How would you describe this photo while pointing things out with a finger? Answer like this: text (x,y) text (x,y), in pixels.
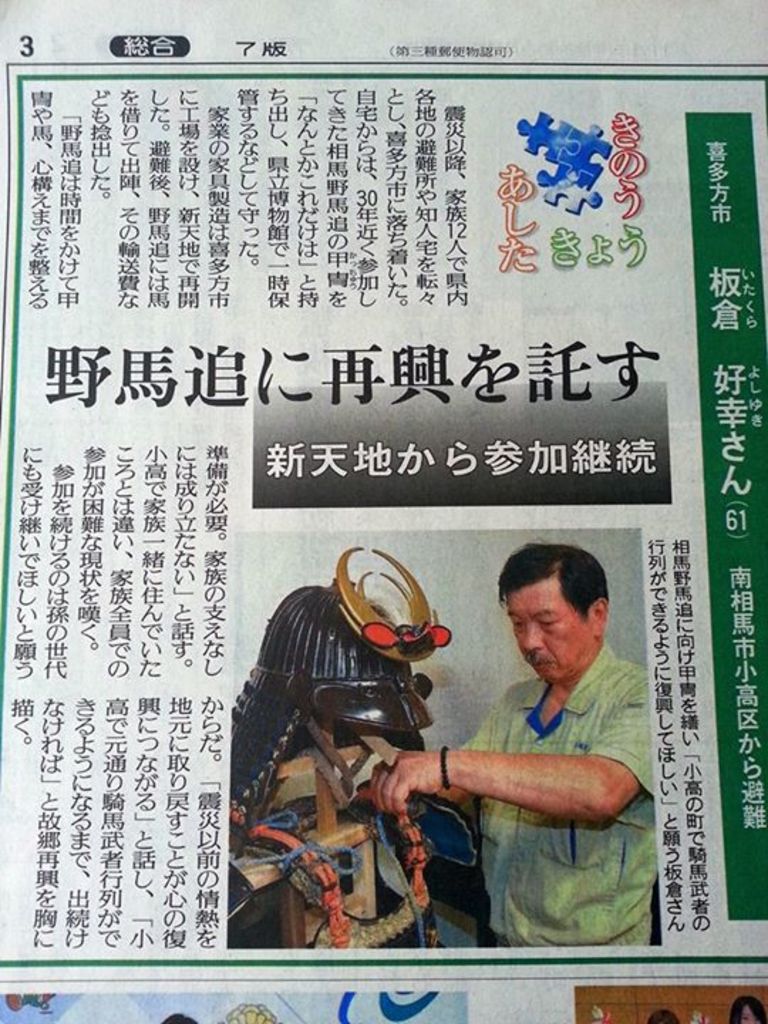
In this image we can see there is a poster (719,773) and some different language (717,191) is written on this paper (684,428) and there is a man (521,558) on the right side of this paper (464,608).
